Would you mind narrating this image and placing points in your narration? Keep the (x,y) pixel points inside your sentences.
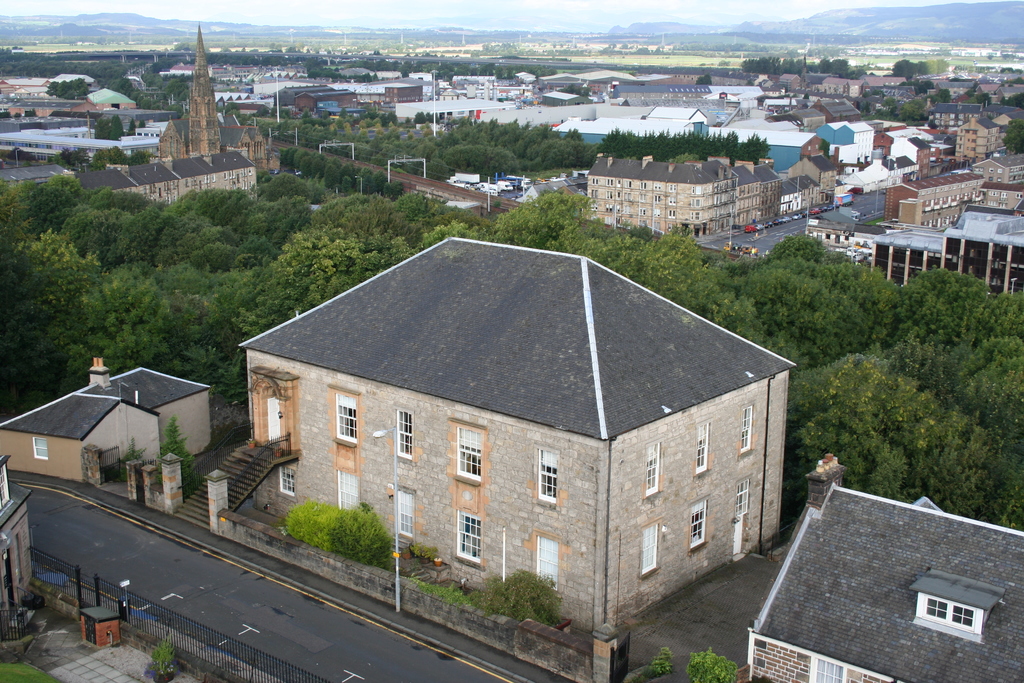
In the foreground of the picture (509,559) there are plants (539,589), buildings (905,541), road (163,541), trees (87,304), railing (156,612) and other objects (125,637). In the center of the picture (360,230) there are trees (370,153), buildings (720,170), tracks (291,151) and other objects (187,56). In the background (390,45) there are trees (427,40), field (514,44), hills (391,31) and sky (218,8).
